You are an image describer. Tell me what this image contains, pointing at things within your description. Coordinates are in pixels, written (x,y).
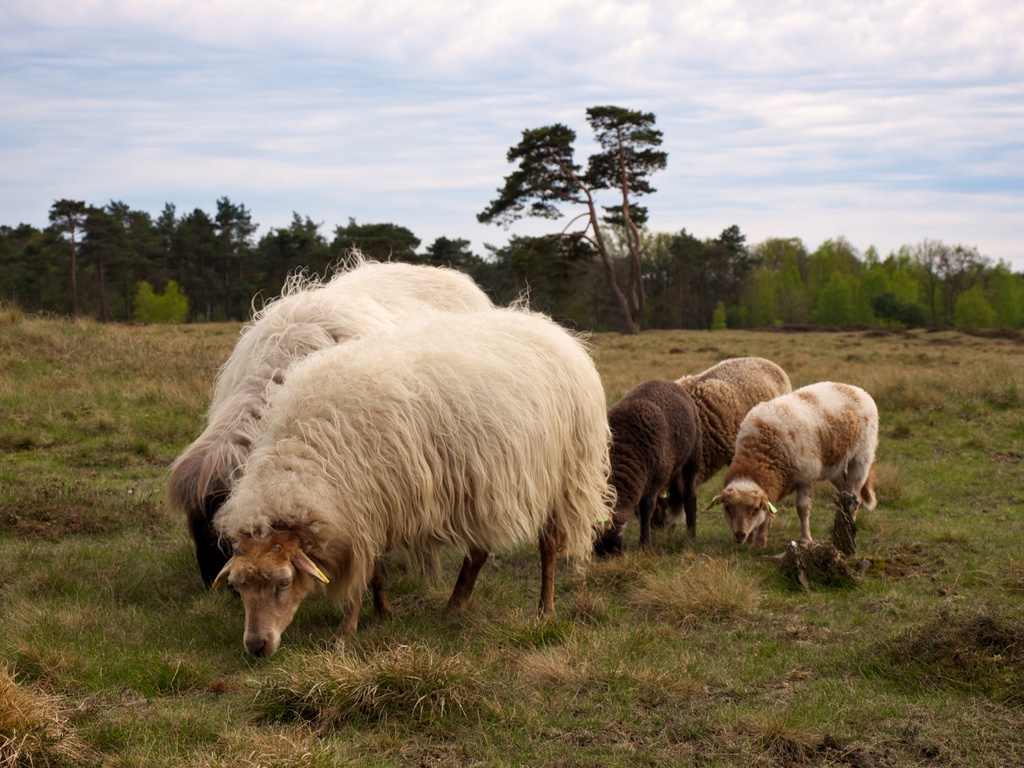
Here in this picture we can see a group of sheep (594,450) grazing on the ground (371,601), which is fully covered with grass (69,538) over there and we can see plants (179,294) and trees (331,256) present all over there in the far and we can also see clouds (424,112) in the sky (455,90).
